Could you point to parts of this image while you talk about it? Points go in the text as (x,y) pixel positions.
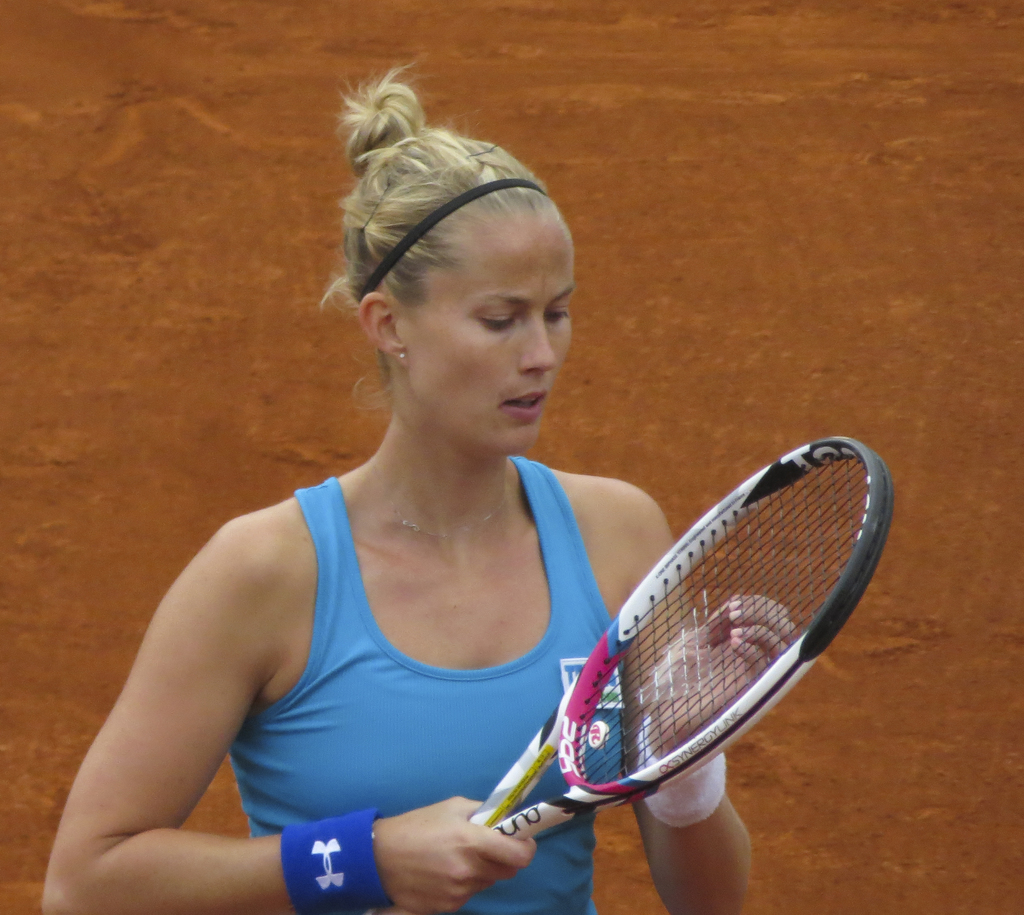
In this image I can see a woman (304,861) is holding racket (659,620).
